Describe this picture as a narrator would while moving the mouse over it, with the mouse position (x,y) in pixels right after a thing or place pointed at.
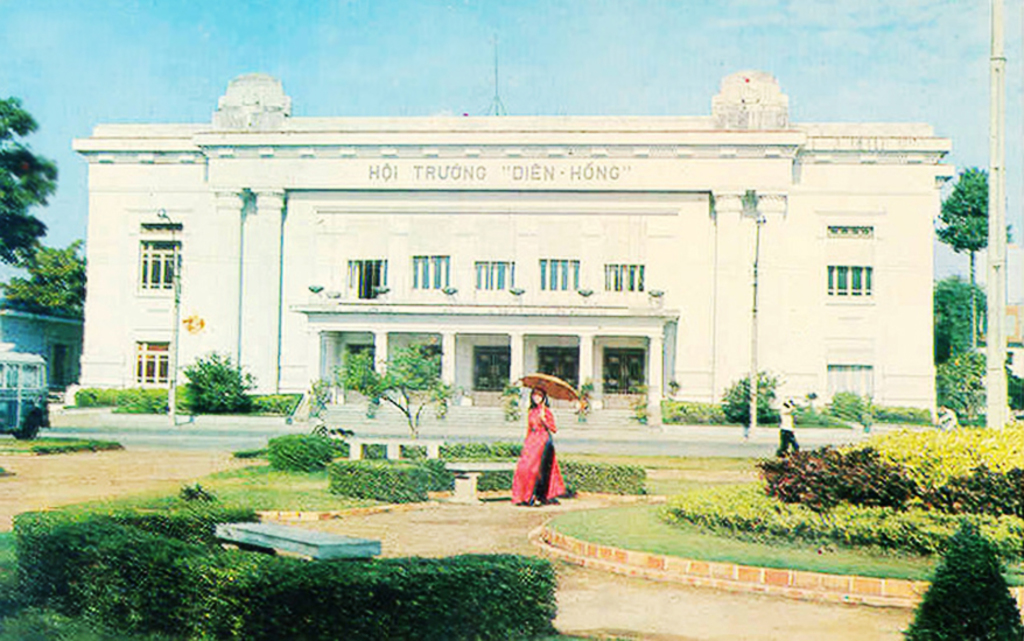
In this image there is one women (540,437) standing and holding an umbrella (540,390) in the middle of this image (551,419). There is one person (786,437) standing on the right side of this image (780,452). There are some plants (932,551) in the bottom of this image (539,560). There is a building (666,355) in the background (499,417). There are some trees (49,290) on the left side of this image (33,243) and right side of this image (953,308) as well. There is a sky (405,41) on the top of this image (523,63).
